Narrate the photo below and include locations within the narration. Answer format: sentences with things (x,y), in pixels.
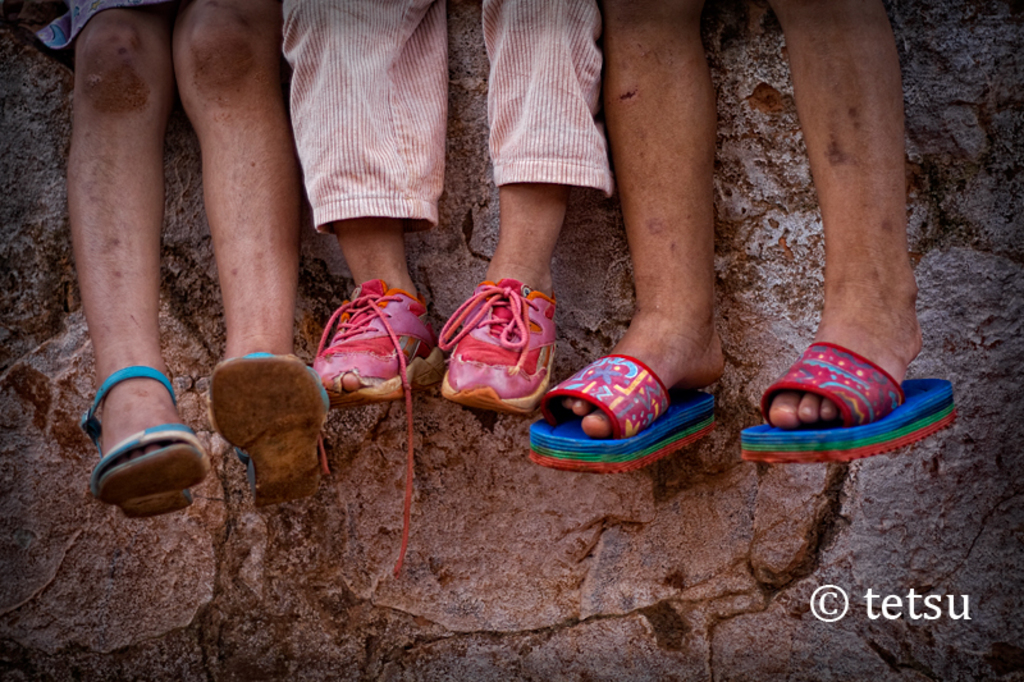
In this picture I can see few human legs (524,130), I can see footwear (641,455) and looks like a rock (606,347) in the background (353,466) and text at the bottom right corner of the picture (885,615).
